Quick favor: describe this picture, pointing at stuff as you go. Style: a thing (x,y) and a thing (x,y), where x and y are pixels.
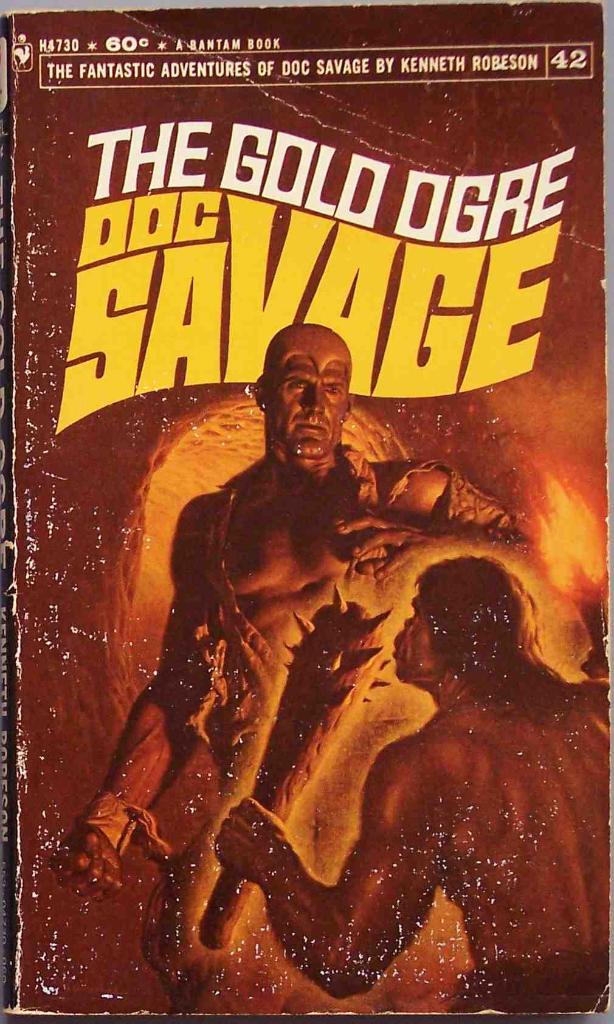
In this picture we can see a book (375,557), on this book (323,309) we can see people (294,577) and something is written on this.
